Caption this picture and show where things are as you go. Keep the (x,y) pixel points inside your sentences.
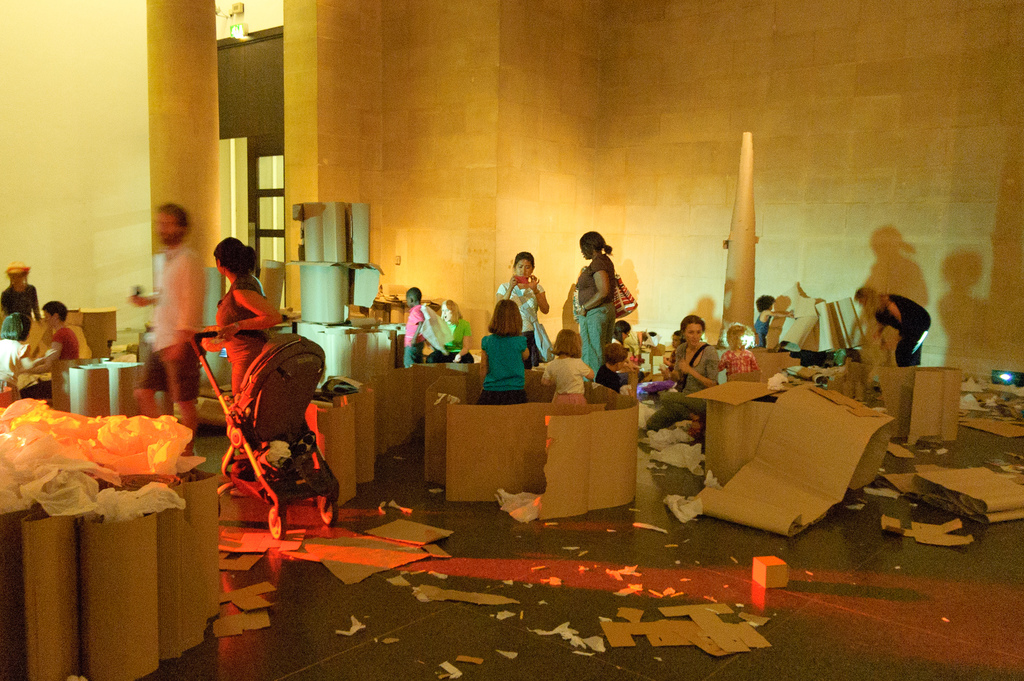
In this image I see number of people (772,318) and I see number of boxes (144,629) and I see the floor (549,523) and in the background (590,12) I see the wall (371,199), a black box (996,375) on which there is light (1011,377) and I see few things (353,302) over here and I see a thing (741,180) over here.
